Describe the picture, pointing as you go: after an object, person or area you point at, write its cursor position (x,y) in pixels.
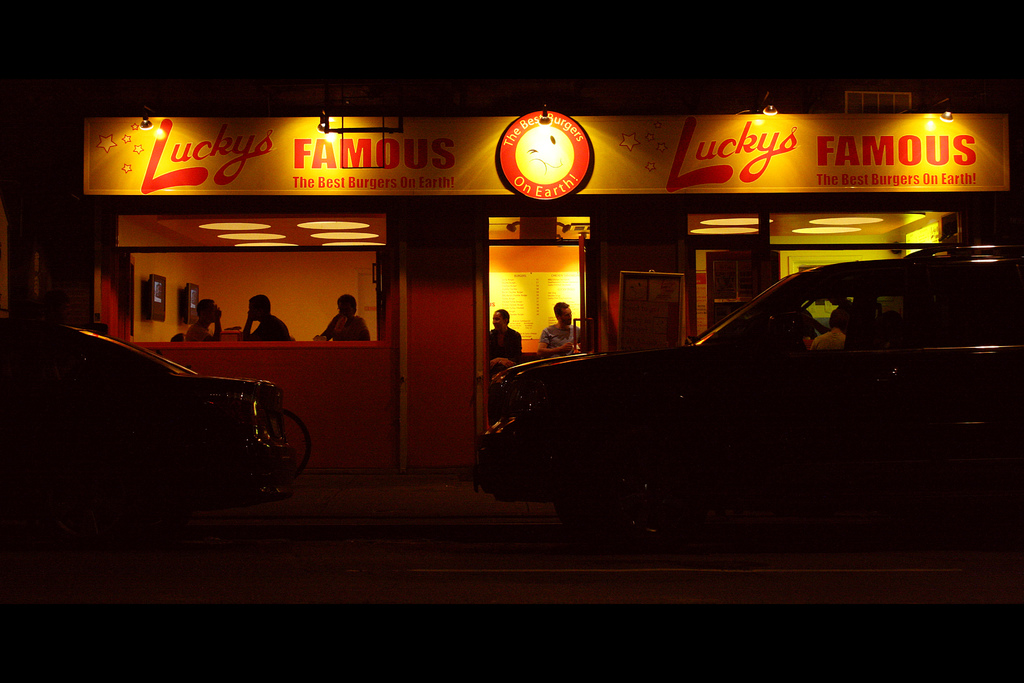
This picture is of outside. On the right corner (901,422) and on the left corner (139,443) we can see the cars (785,355) and in the center (464,268) there is a shed (469,198) in which there are group of persons (512,342) seems to be sitting. In the background (971,131) we can see the board (671,142) with the text (891,145) on it, a door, window (337,284) and a wall (170,263) and picture frames (165,290) on the wall (171,274) and the lights (816,232).
